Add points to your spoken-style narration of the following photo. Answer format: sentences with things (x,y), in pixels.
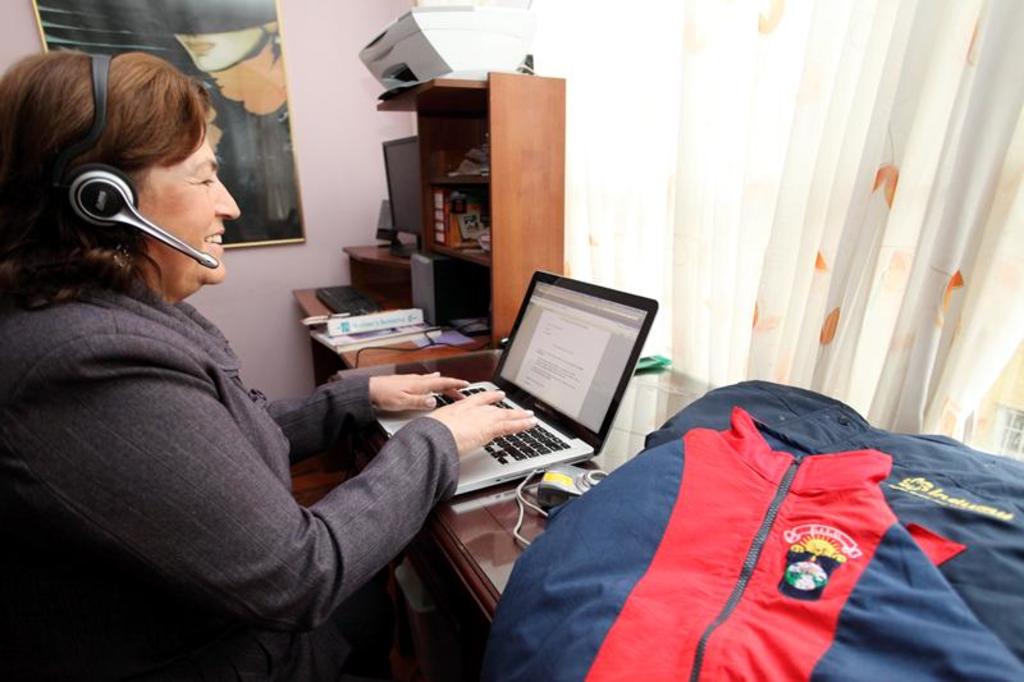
In the left side (28,168) a woman (253,388) is sitting and working in the laptop (557,406), she wore a coat (304,403), headset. in the right side (796,237) it is a curtain (797,246).
